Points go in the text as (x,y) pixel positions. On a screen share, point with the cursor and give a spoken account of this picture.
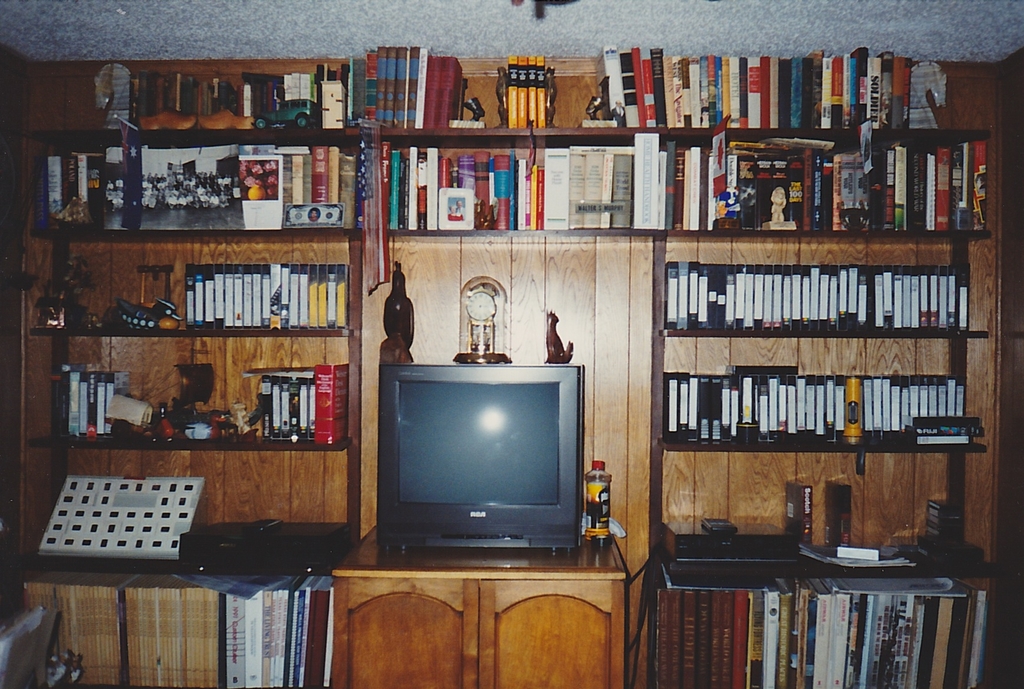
The picture is taken in a house (68,85). In the center of the picture (468,436) there are shelves (191,563), on the shelves (265,134) there are books (303,193), toys (570,348), clock (487,351), television (508,450), video player (327,522) and other objects (120,509). At the top (311,19) it is ceiling (687,36). On the left (19,587) there is a bookshelf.
